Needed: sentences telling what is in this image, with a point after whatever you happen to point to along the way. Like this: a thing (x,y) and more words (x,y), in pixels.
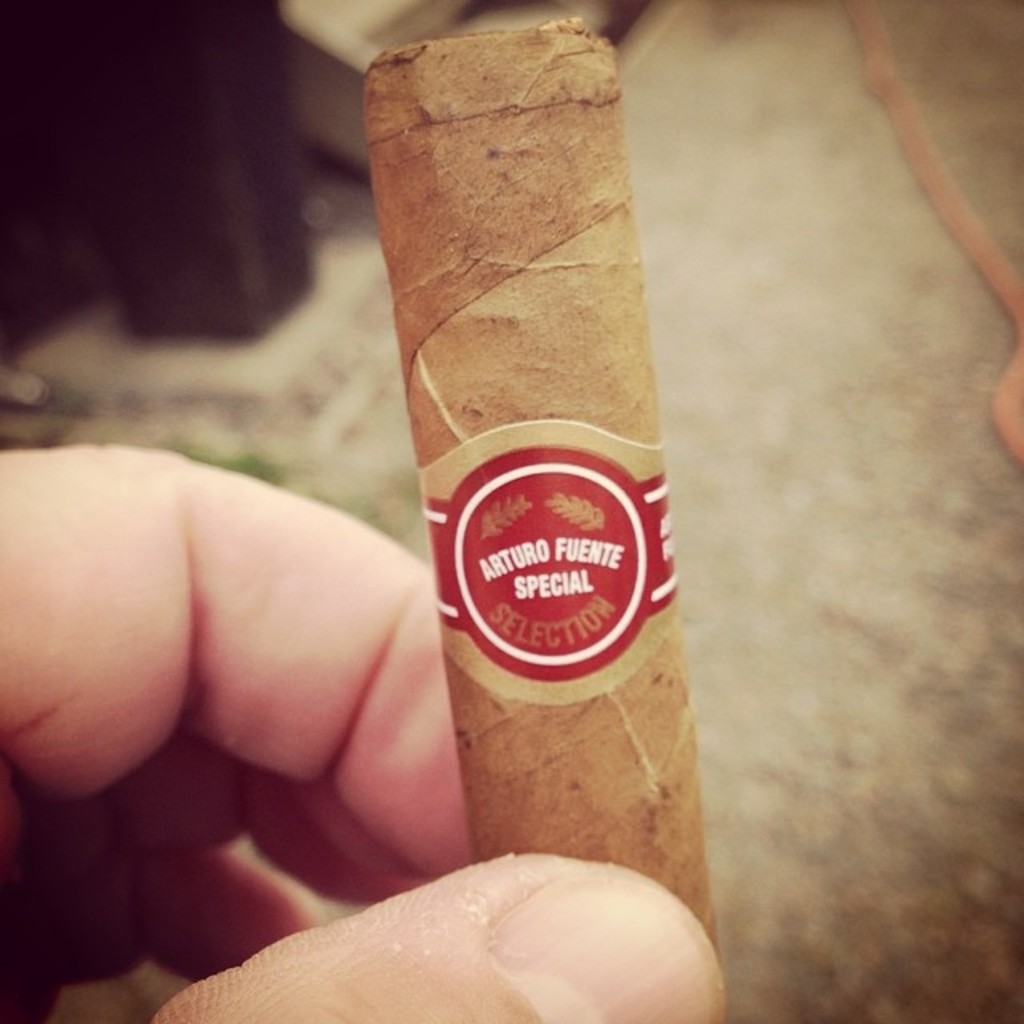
In this image we can see a cigar (516,601) in the hand (218,801) of a person (196,798), also the background (938,494) is blurred.
